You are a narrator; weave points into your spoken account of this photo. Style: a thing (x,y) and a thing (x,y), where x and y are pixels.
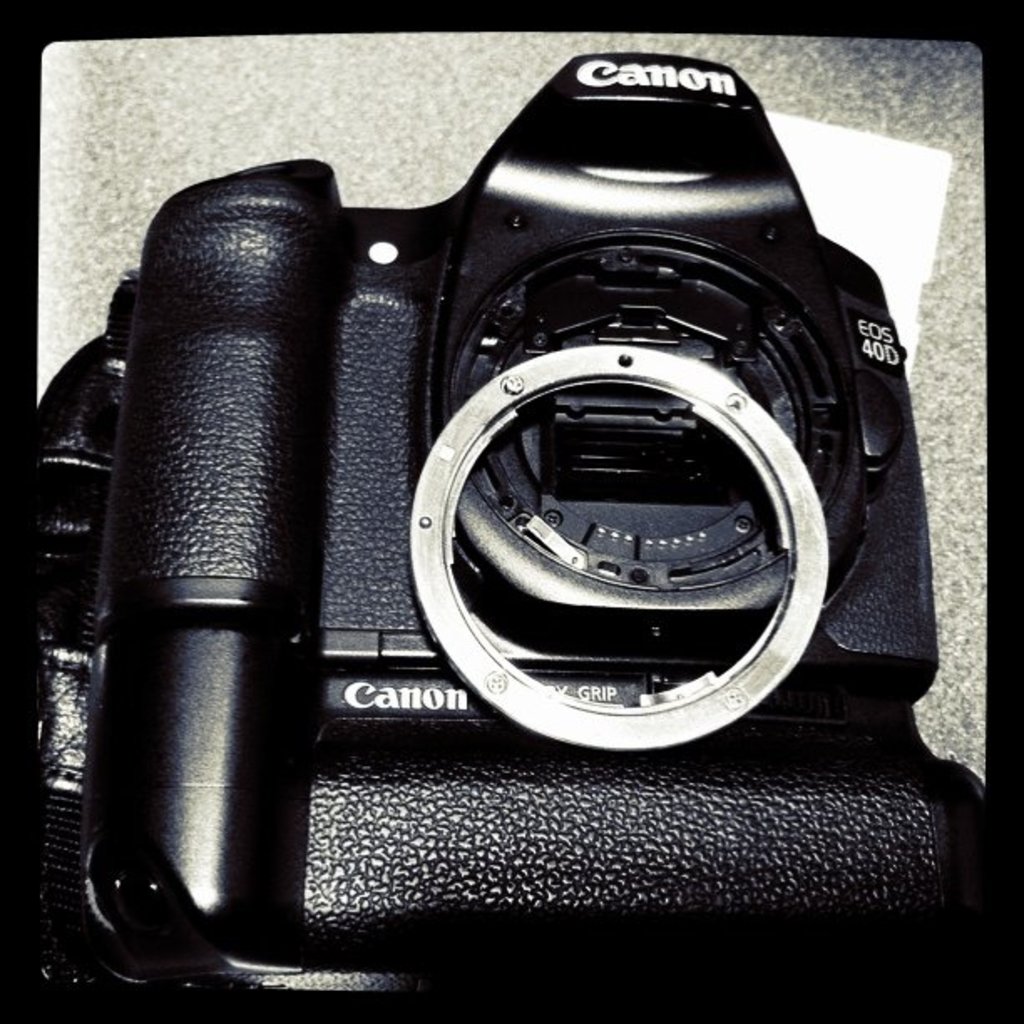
In this image, we can see a camera (436,510).
